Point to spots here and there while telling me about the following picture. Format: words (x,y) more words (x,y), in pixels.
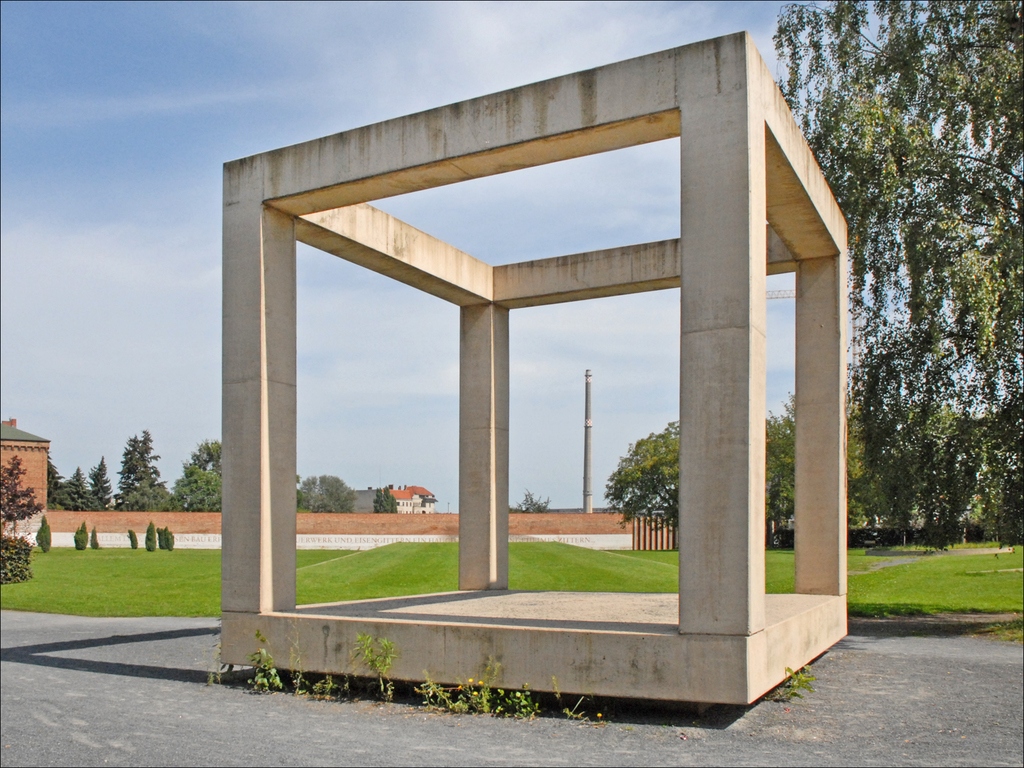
In the center of the image (460,262) we can see a concrete structure (701,584). Image also consists of buildings (37,469), a smoke tower (589,471), trees (990,357), shrubs (44,529), plants (446,689) and also the grass (152,571). In the background (126,57) we can see the sky (157,103) with clouds (370,369). At the bottom (232,729) there is road (729,743).
